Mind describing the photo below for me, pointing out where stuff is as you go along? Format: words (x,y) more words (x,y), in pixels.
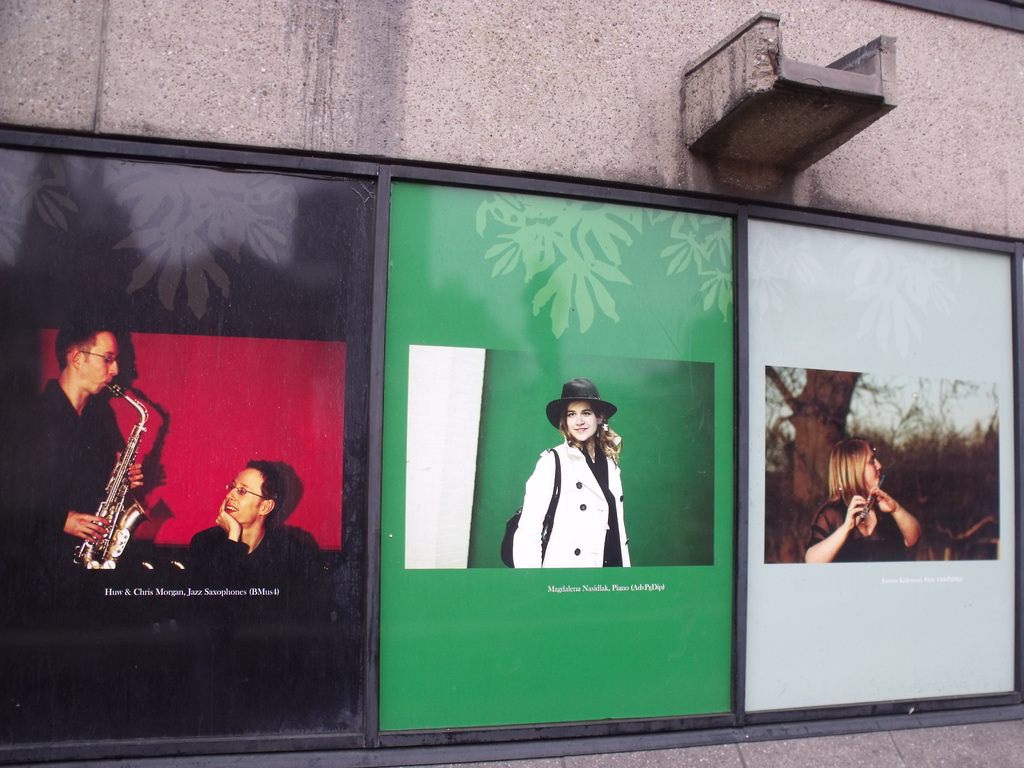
In this image there is a billboard (359,341) with pictures (277,407) and text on it on the wall (993,173).
